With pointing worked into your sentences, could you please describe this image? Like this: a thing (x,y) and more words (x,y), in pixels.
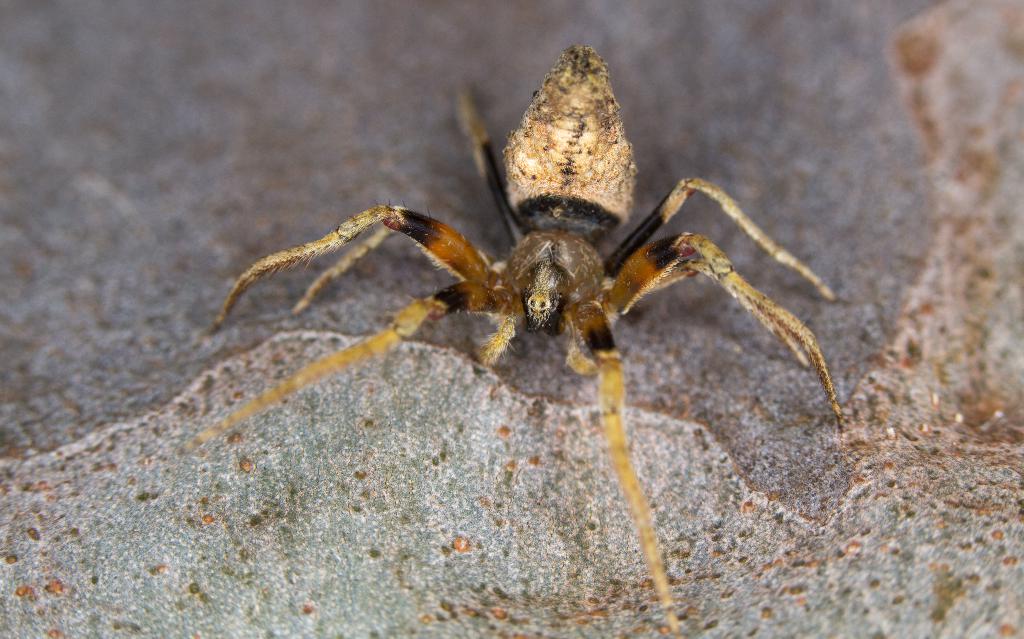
In this image I can see a spider (604,130) over here. I can see color of this spider (343,271) is cream, black and brown.
